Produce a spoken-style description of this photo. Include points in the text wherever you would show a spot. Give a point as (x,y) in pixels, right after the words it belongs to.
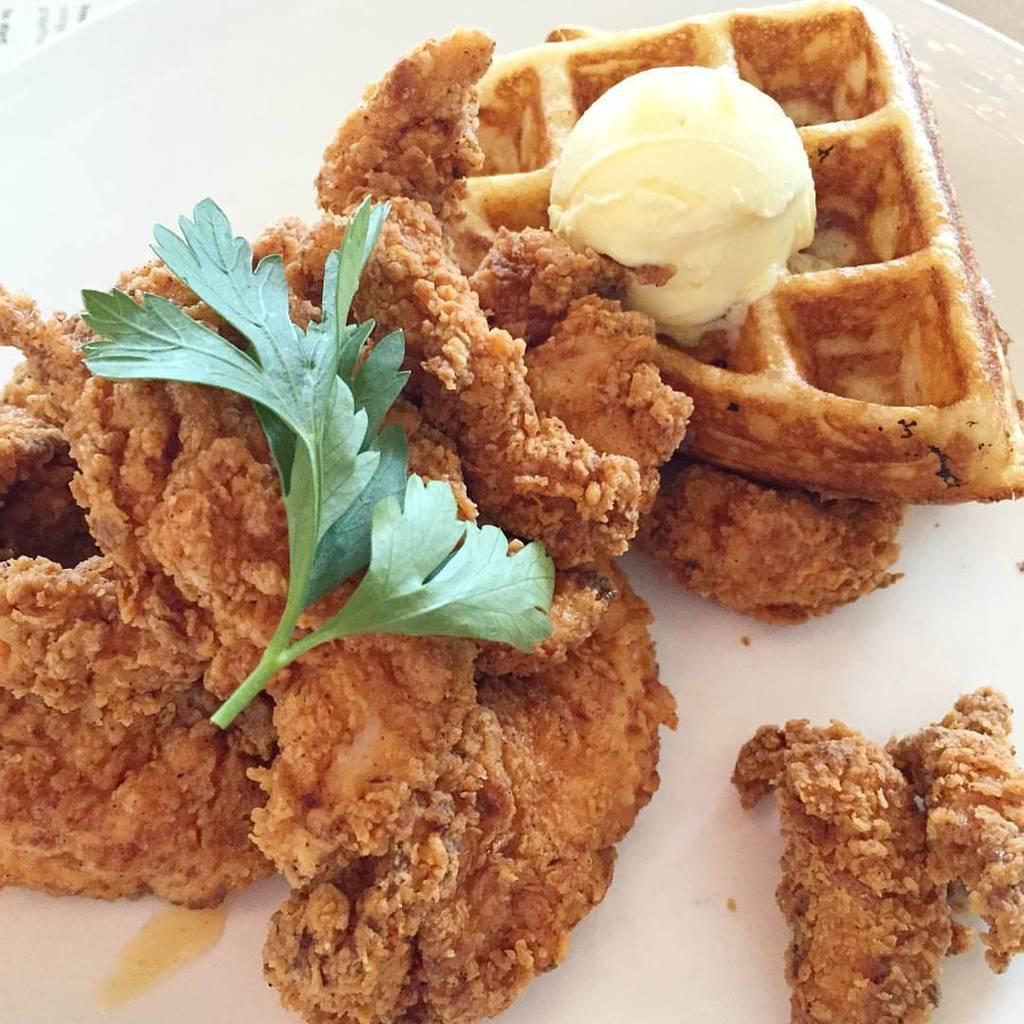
In the image we can see a plate (55,74), in the plate (15,122) there is food (362,198).
